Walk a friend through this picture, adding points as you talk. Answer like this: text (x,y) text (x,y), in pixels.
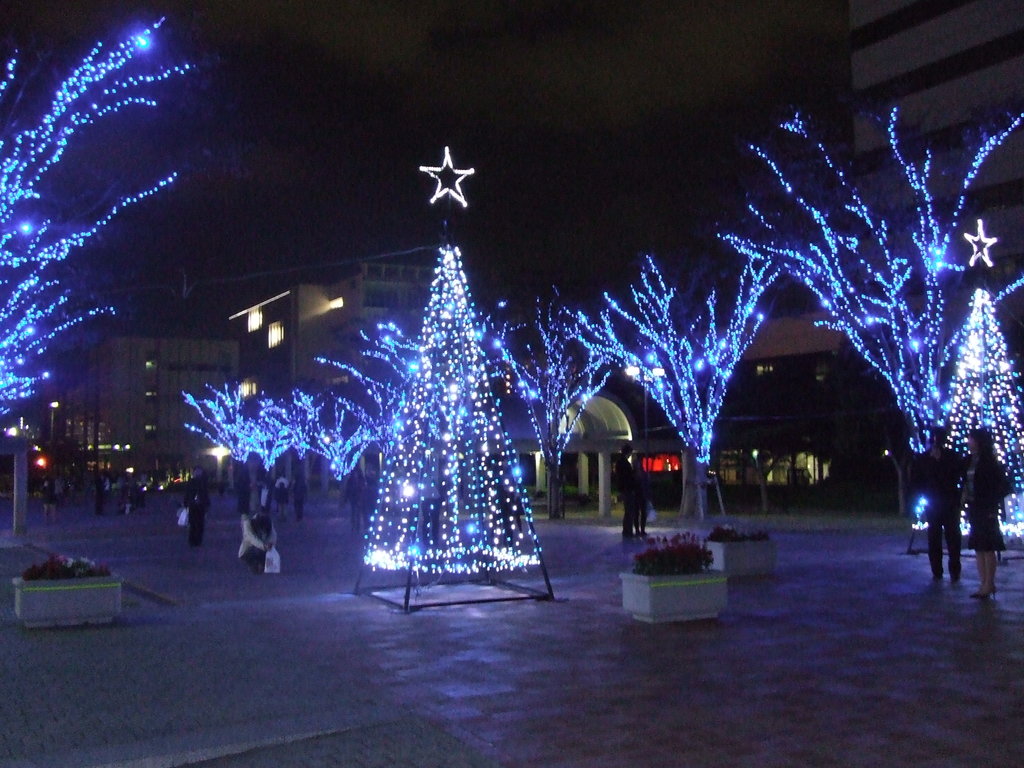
In this image, I can see a couple of trees (931,268) which is colored with full of lights (461,396) and towards right corner (930,516) two people (930,500) standing and towards left (251,565) walking and holding also i can see a window (255,325), building (152,359), a street poles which includes lights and few flower pots (710,563).
